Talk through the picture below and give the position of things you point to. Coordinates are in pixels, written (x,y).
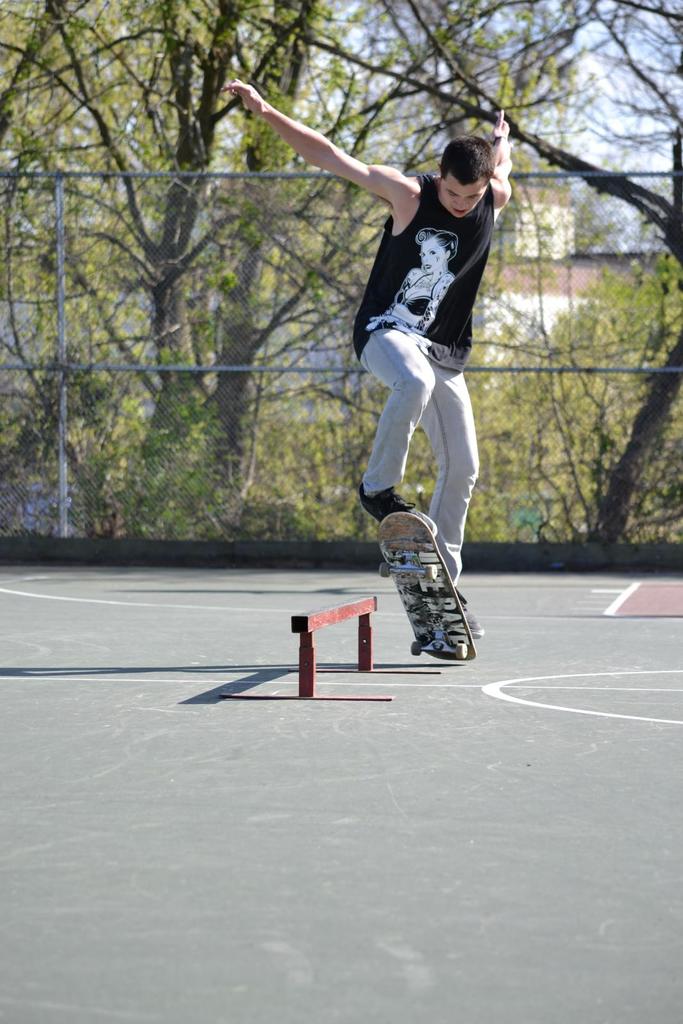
This is the man (433,435) jumping along with the skateboard (417,584). This is a kind of metal rail (368,619). I can see the fence (119,260). These are the trees (242,65) with branches (375,72) and leaves (278,52).
